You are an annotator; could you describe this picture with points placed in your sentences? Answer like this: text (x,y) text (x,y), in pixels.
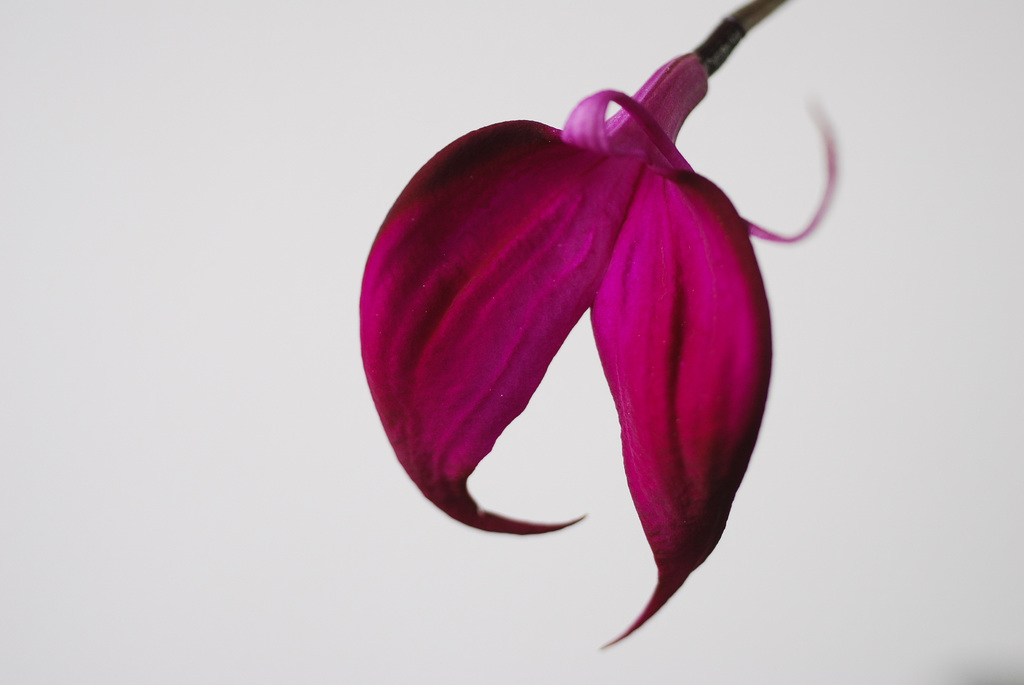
In this picture there is a flower (649,201), the flower (558,237) is in violet color. The background (162,505) is white.
